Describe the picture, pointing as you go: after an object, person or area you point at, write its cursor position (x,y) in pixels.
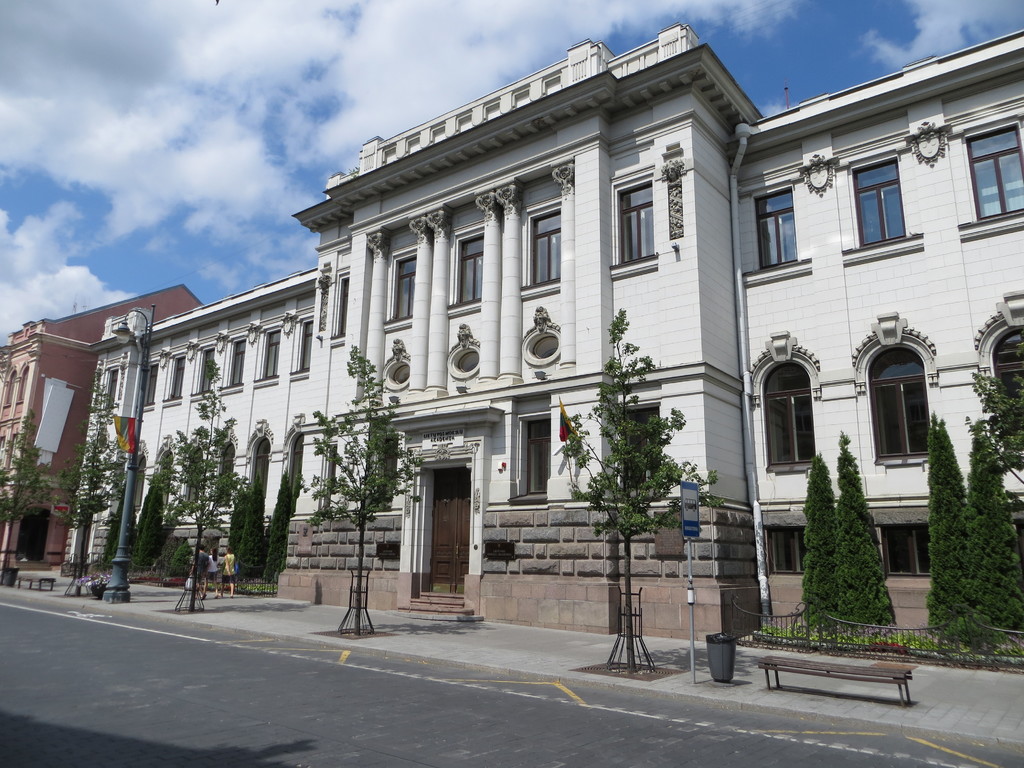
This picture is clicked in the city (391,479). At the bottom of the picture (373,732), we see the road (259,704). Beside that, we see a bench (793,663), garbage bin (725,651), pole (691,557), trees (257,543) and a light pole (114,569). Behind that, we see people (227,572) are walking on the footpath (270,598). There are buildings (154,413) in the background (203,388). These buildings (228,369) are in white and brown color. At the top of the picture (286,59), we see the sky (225,154) and the clouds (138,203).
